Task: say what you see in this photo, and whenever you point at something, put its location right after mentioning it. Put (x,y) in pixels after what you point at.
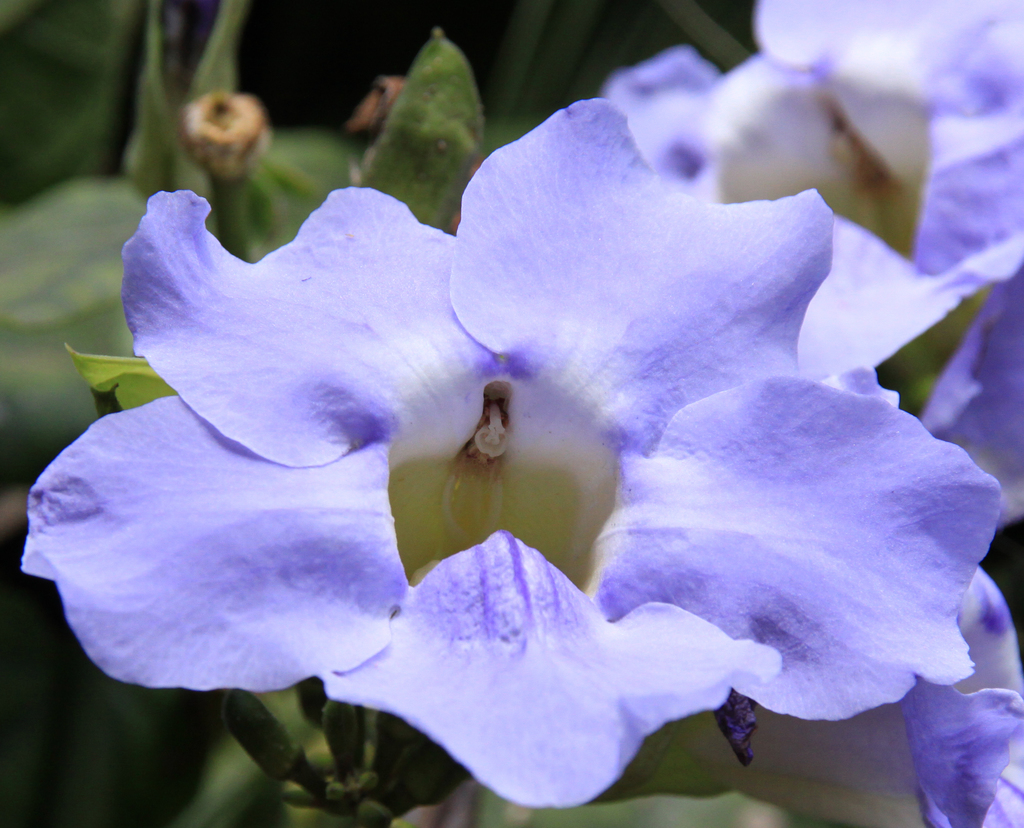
There are ground morning glory flower plants (495,457).
